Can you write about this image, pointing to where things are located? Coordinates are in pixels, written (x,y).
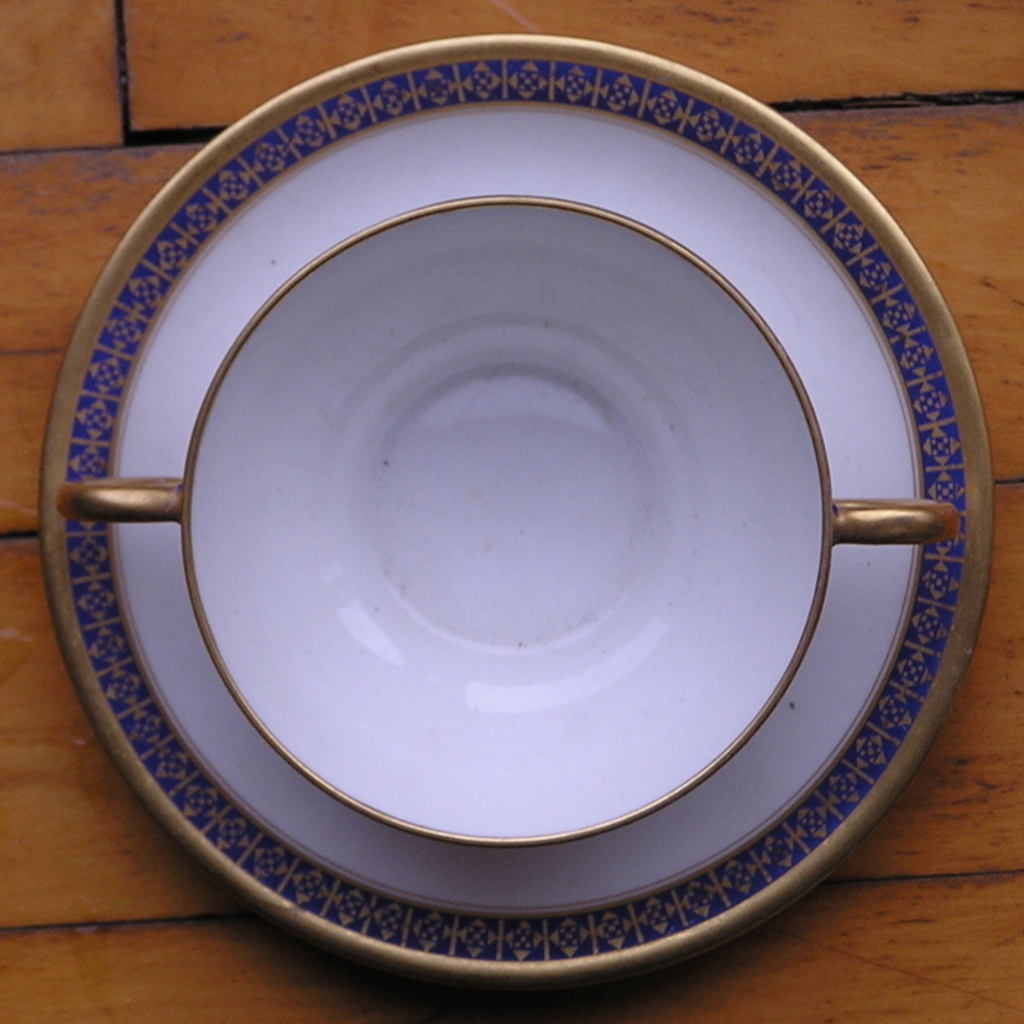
In this image we can see a plate (156,623) and bowl (323,603) kept on the wooden surface (258,998).
